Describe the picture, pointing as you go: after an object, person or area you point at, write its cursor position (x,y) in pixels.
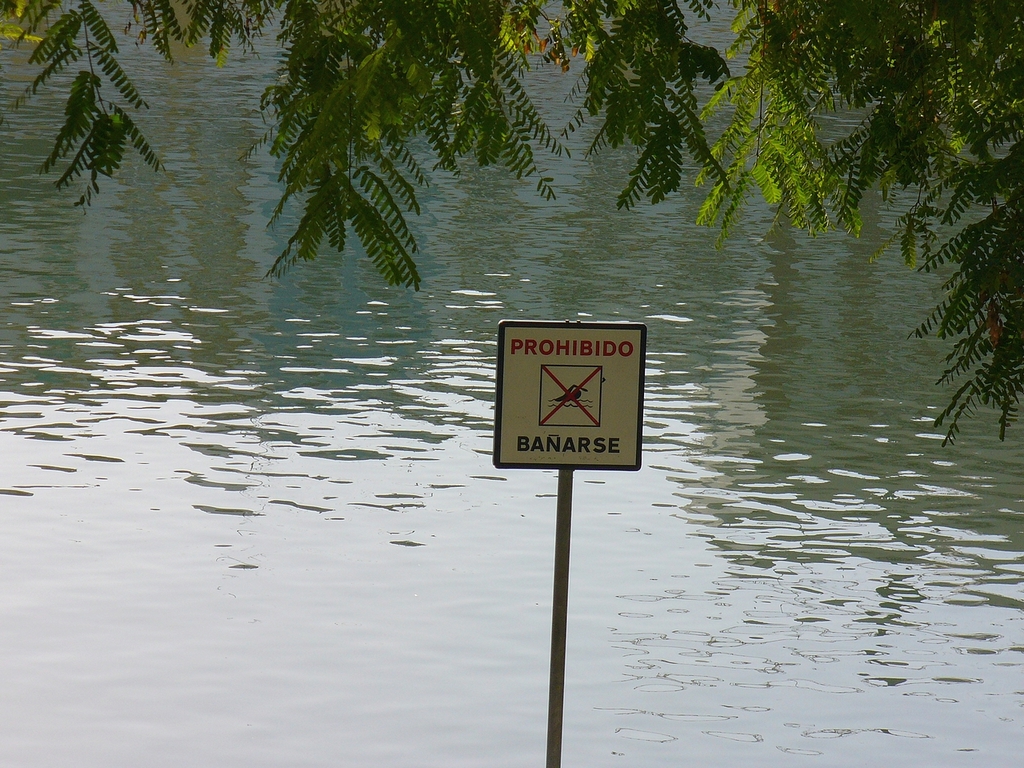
In this image we can see a signboard (620,379) with some text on it. We can also see some branches (820,206) of a tree (806,209) and a water body (421,430).
